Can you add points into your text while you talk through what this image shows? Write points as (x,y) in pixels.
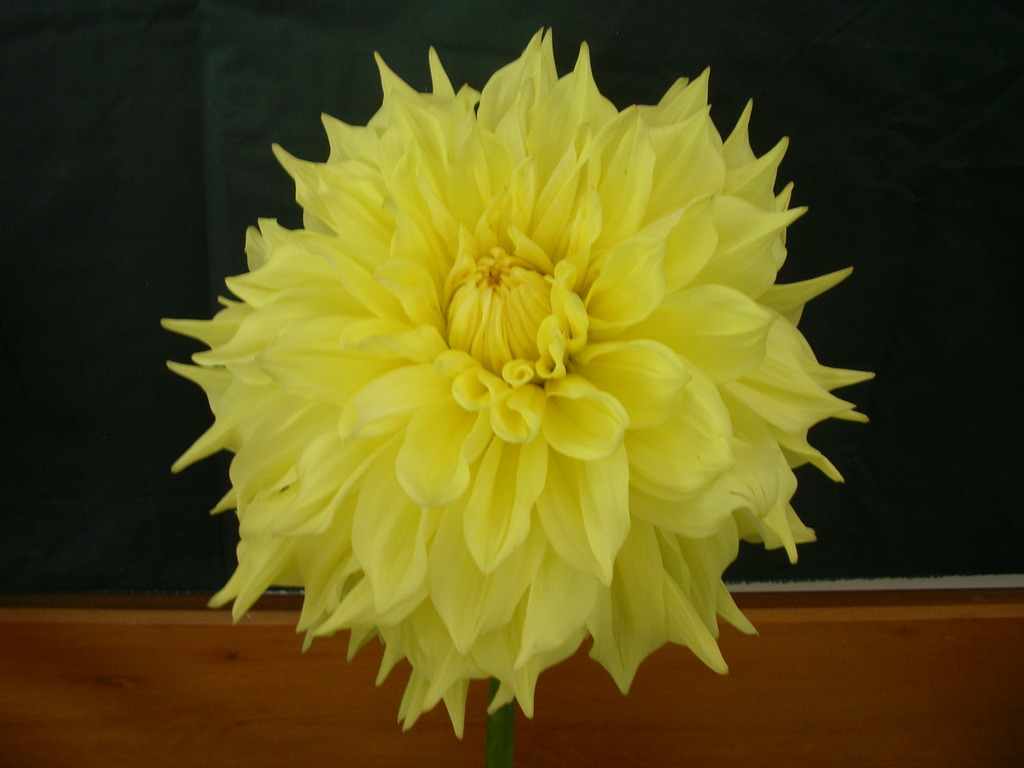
In this picture there is yellow color flower (517,413) in the image.
